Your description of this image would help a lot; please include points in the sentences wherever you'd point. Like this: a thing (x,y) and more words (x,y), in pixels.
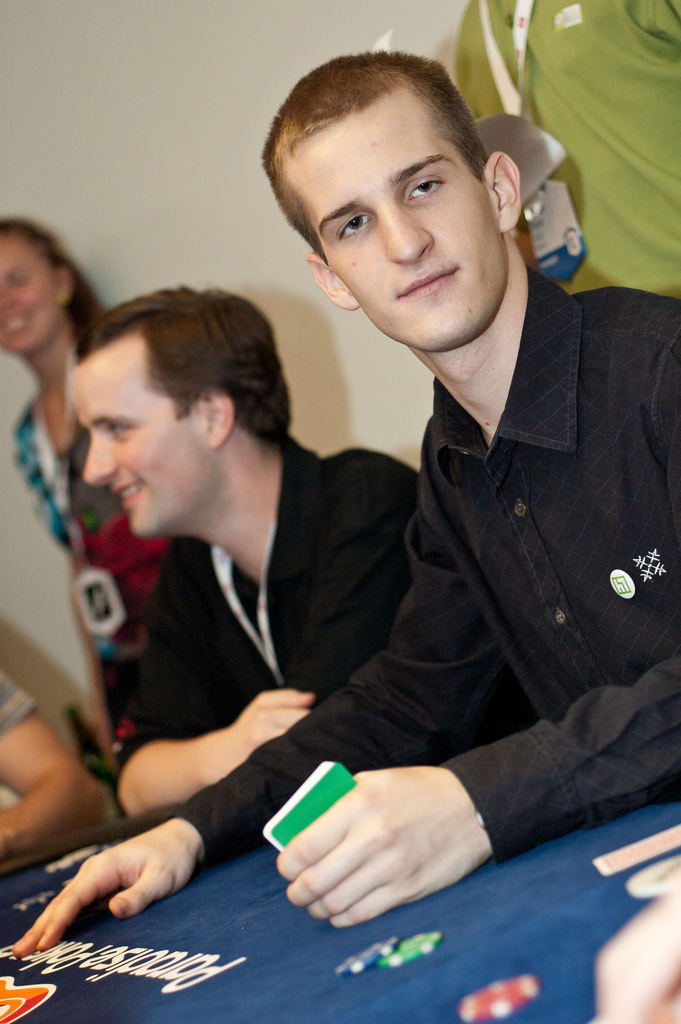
In this image we can see two persons (220,598) are sitting at the table (220,966) and a man (310,754) among them is holding cards (314,809) in his hands (326,841). In the background (32,475) there are few persons (656,29) and wall (145,115).
